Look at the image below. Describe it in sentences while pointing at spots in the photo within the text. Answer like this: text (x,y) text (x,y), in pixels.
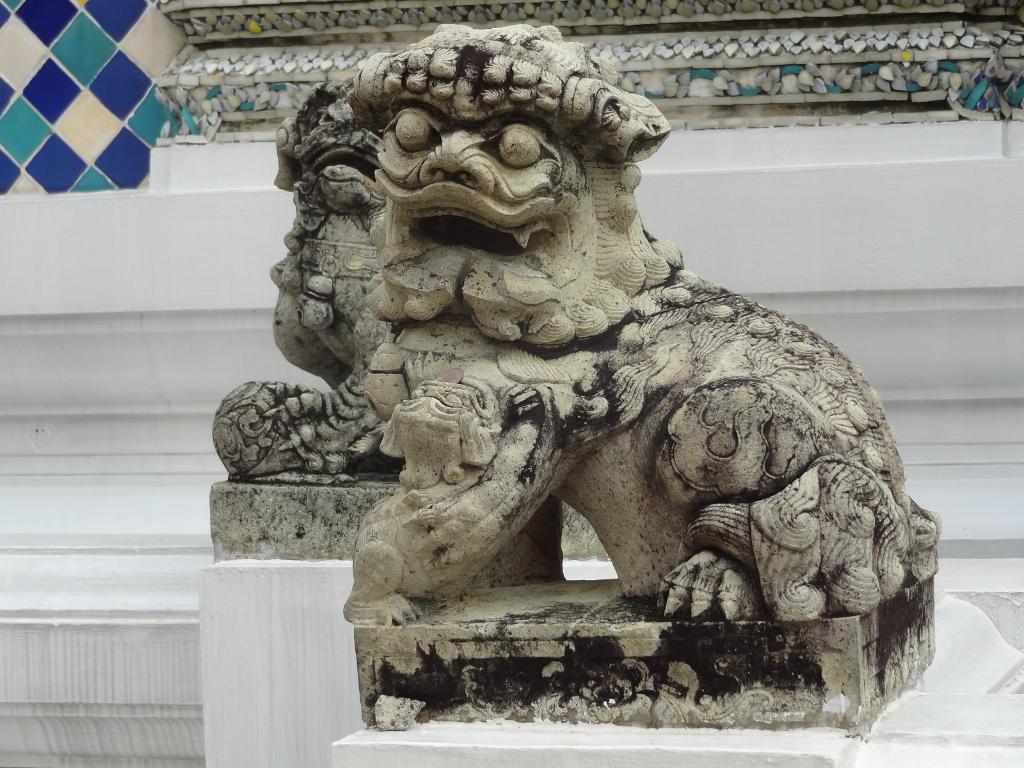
In this image we can see a statue (429,301).
